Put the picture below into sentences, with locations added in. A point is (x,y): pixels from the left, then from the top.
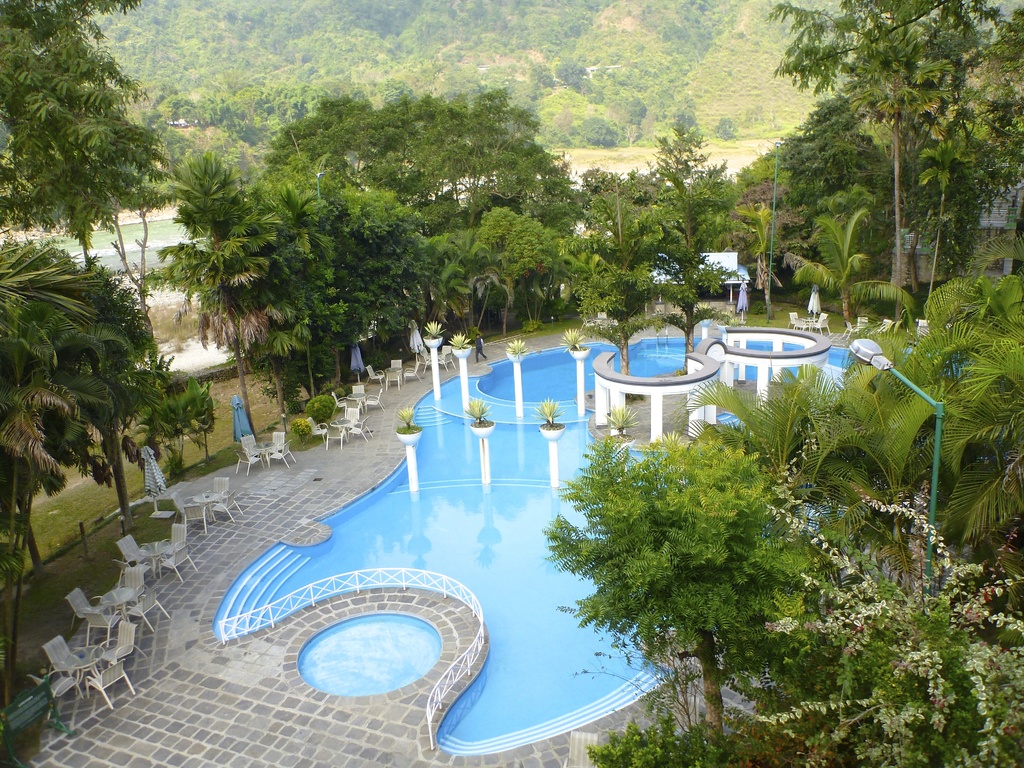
In this picture we can observe a swimming pool (517,544). There are some plants (477,410) and chairs (123,652). We can observe some trees (226,271). In the background (490,51) there is a hill (391,41).
